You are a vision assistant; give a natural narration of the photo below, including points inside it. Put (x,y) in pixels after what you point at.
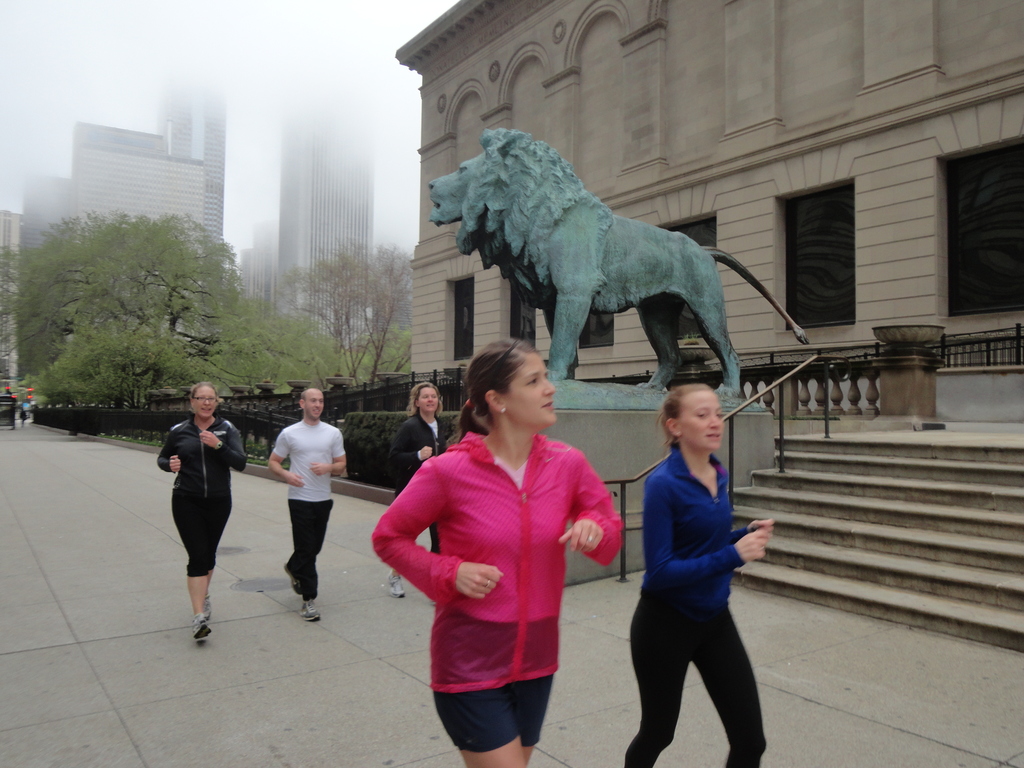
In this image I can see there are few persons (640,666) running on the road (612,661) in front of the building (831,148), in front of the building (831,148) I can see animal sculpture (565,271) and in the top left (89,138) I can see buildings (213,171) and trees (121,262) and the sky (228,95).
